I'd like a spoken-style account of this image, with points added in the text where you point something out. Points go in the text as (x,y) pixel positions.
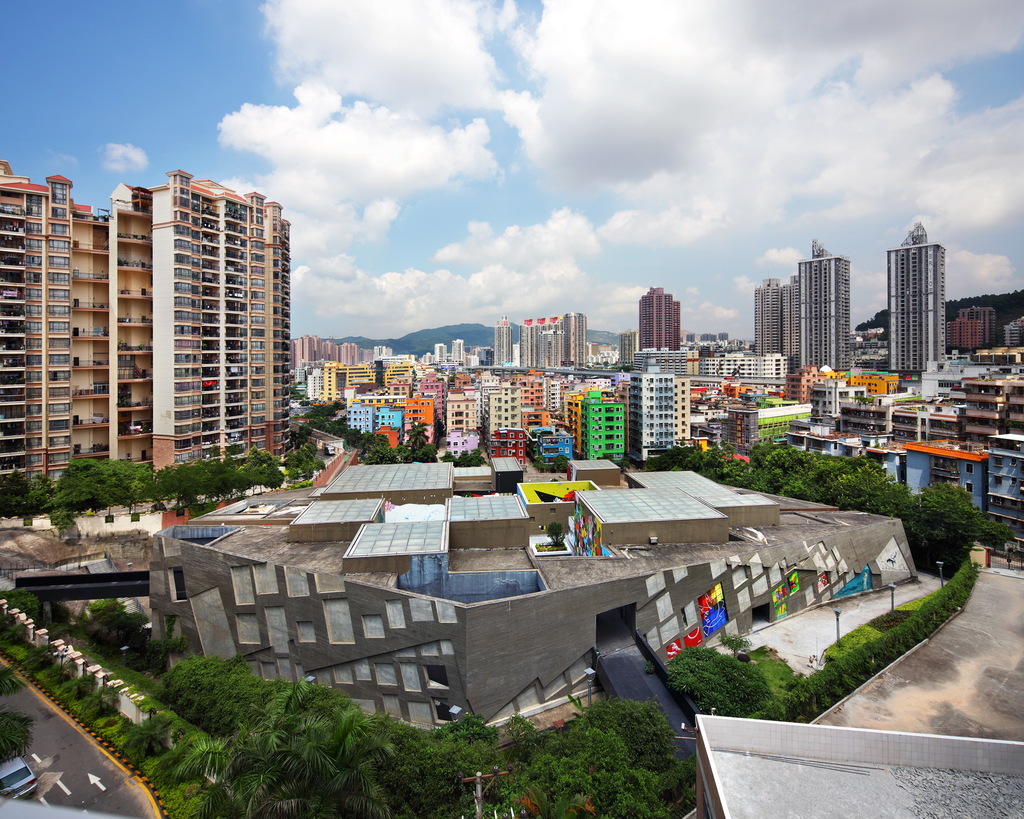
On the left side of the image (60,758) there is a car (32,787) on the road (69,794). There are trees (17,727), buildings (345,680), plants (207,801). At the top of the image (533,190) there are clouds (378,127) in the sky (551,116).
